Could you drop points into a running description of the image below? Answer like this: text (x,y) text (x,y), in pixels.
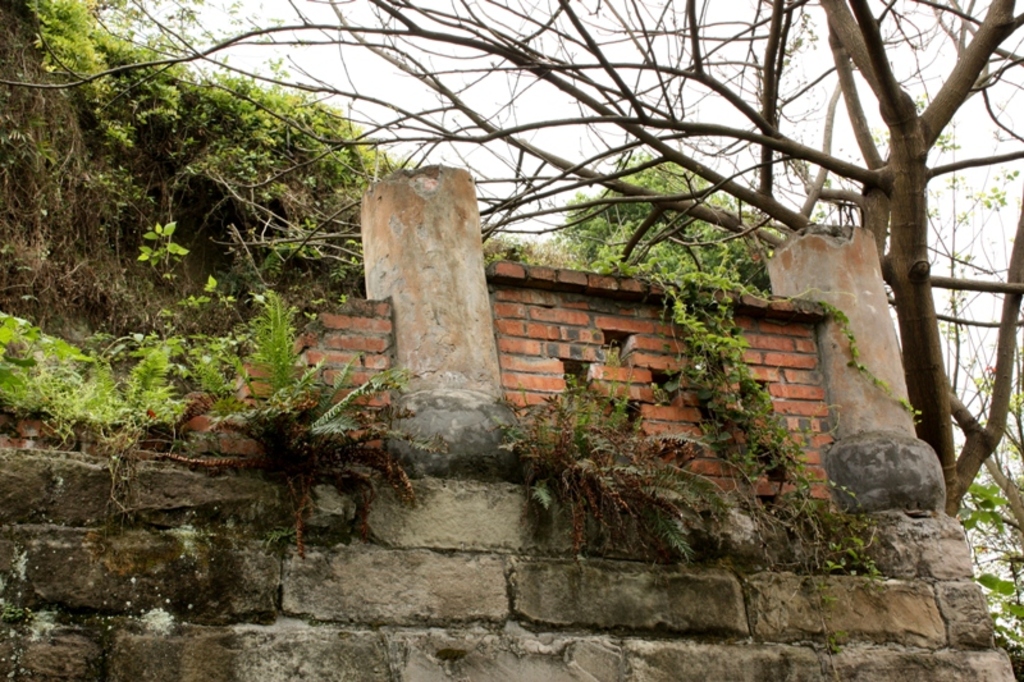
In the center of the image (551,398) there is a wall (676,589), two pillars (492,467) and a few other objects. In the background (508,122), we can see the sky (707,114), clouds (1014,475), trees (648,186), plants (301,380) etc.
